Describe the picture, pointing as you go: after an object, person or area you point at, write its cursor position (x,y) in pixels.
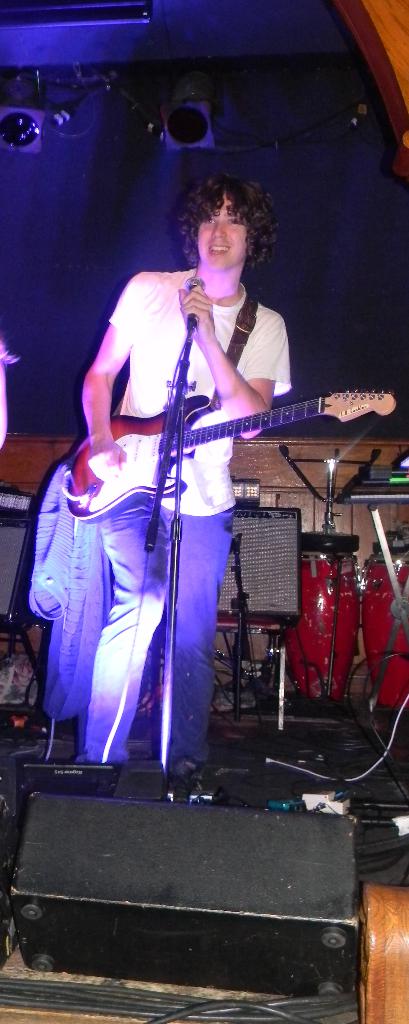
In this picture we can see man (137,390) holding guitar (373,400) in his hand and playing it and singing on mic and in front of him we can see speaker (285,830) and at back of him we can see drums (376,605), wall (318,303), cloth (72,569).
